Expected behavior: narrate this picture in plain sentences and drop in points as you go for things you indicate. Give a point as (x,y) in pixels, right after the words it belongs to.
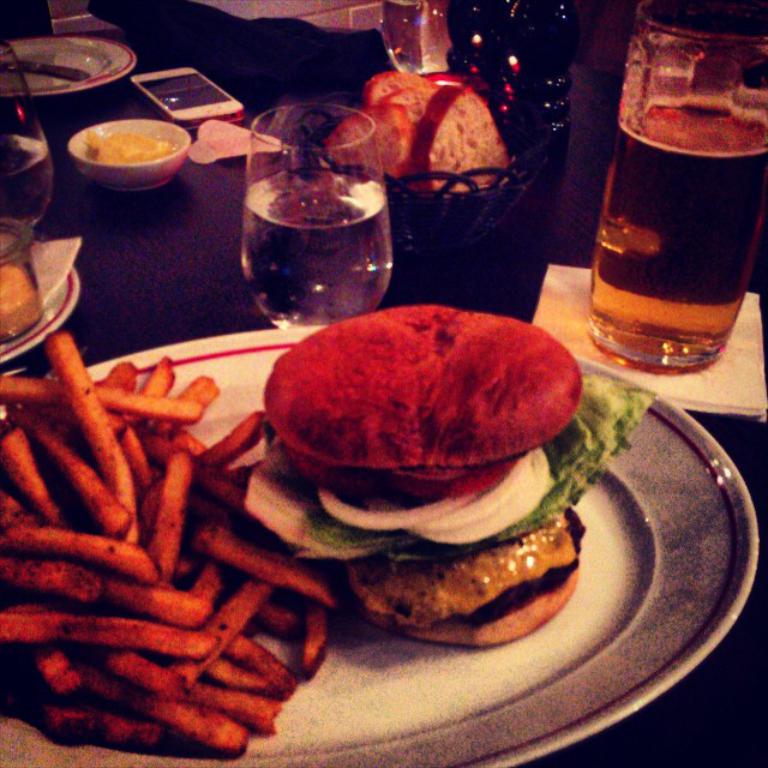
In this image on the table (590,749) there is a plate (444,700) and on top of the plate (526,662) there is a burger (345,544), french fries (213,534). Beside the plate (652,405) there is a glass (636,193), mobile (179,84) and a bowl (454,205) with bread slices (468,123).
